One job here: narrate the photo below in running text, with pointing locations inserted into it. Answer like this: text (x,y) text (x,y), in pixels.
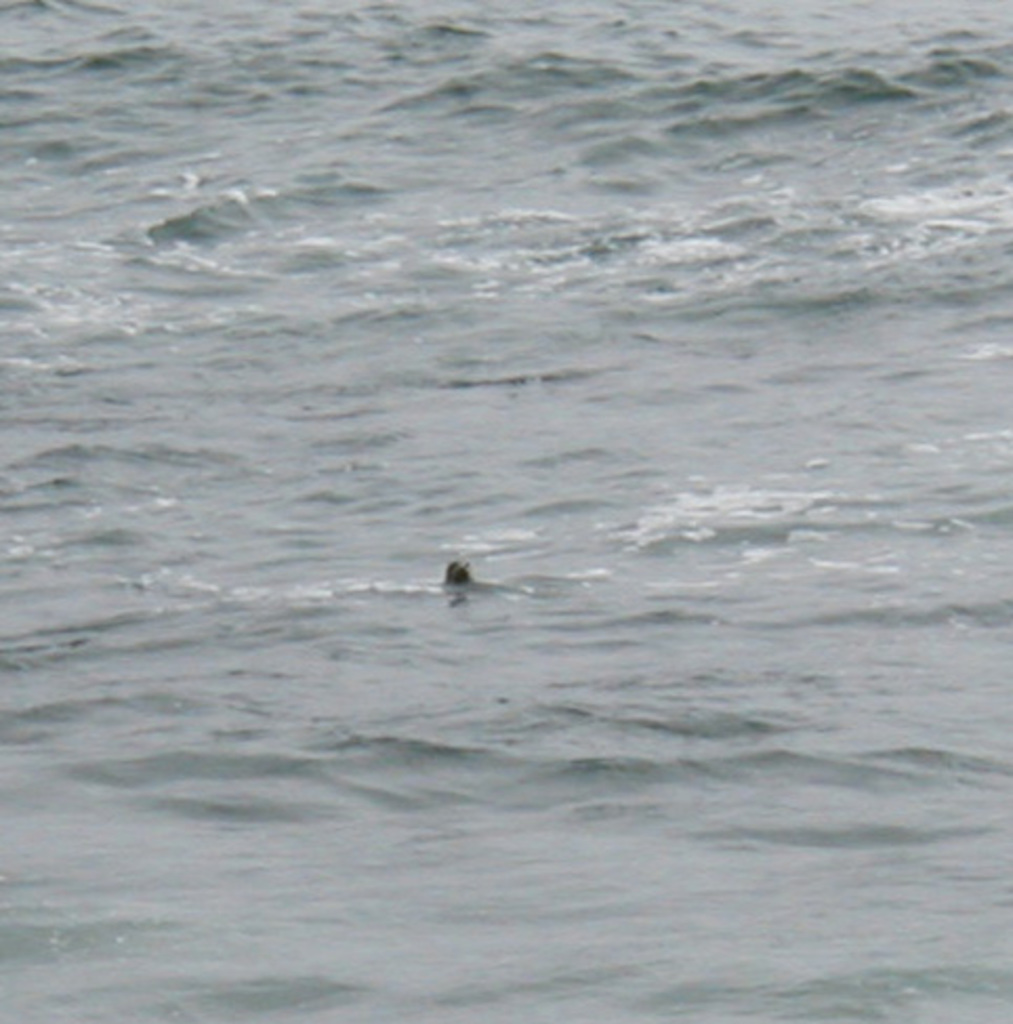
In this picture we can observe something in the water (426,548). In the background (466,385) there is a water (426,255).
